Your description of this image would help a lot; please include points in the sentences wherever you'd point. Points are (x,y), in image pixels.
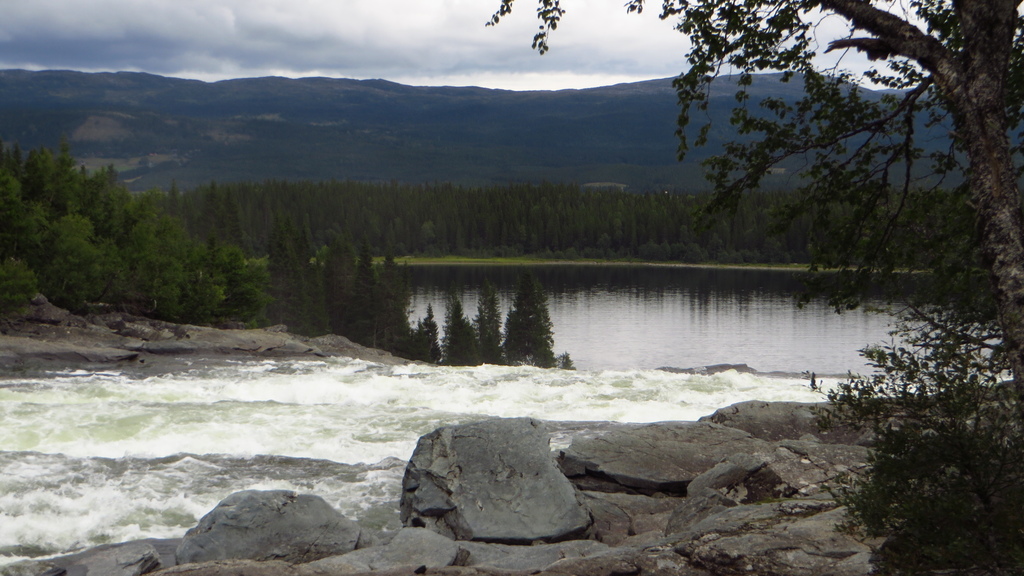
In this picture we can see rocks (792,513), trees (647,210), mountains (114,107), water (595,323) and in the background (301,29) we can see the sky (776,44) with clouds (301,29).
